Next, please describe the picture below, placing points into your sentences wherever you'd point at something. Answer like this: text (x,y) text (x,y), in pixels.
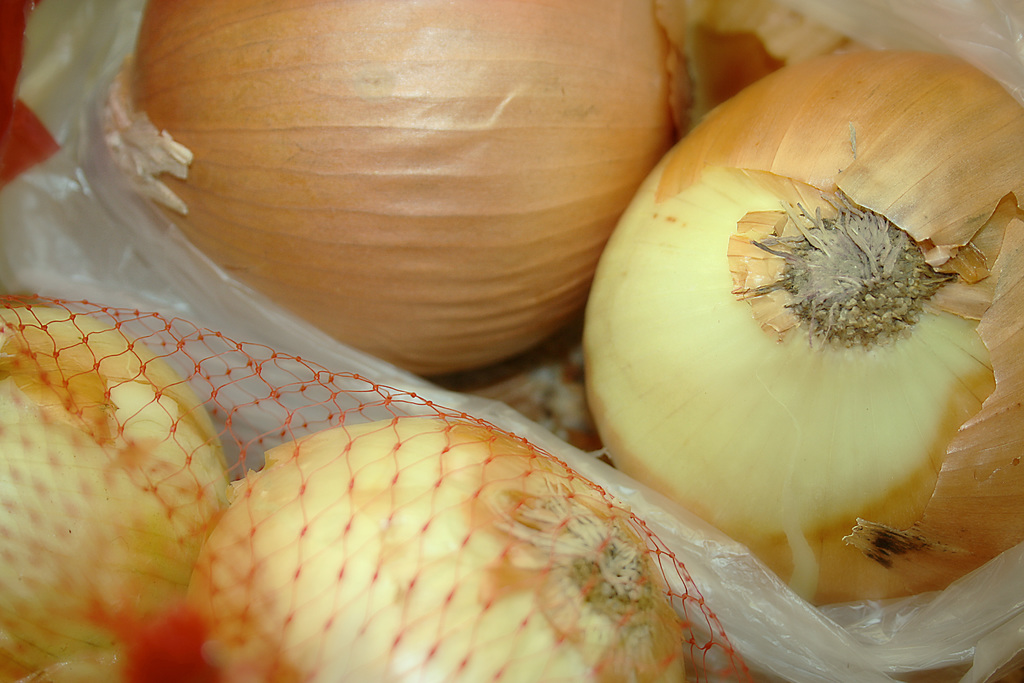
In this picture I can see onions (496,331) among them some are in a cover (574,462) and some are in the red color net (217,556).
